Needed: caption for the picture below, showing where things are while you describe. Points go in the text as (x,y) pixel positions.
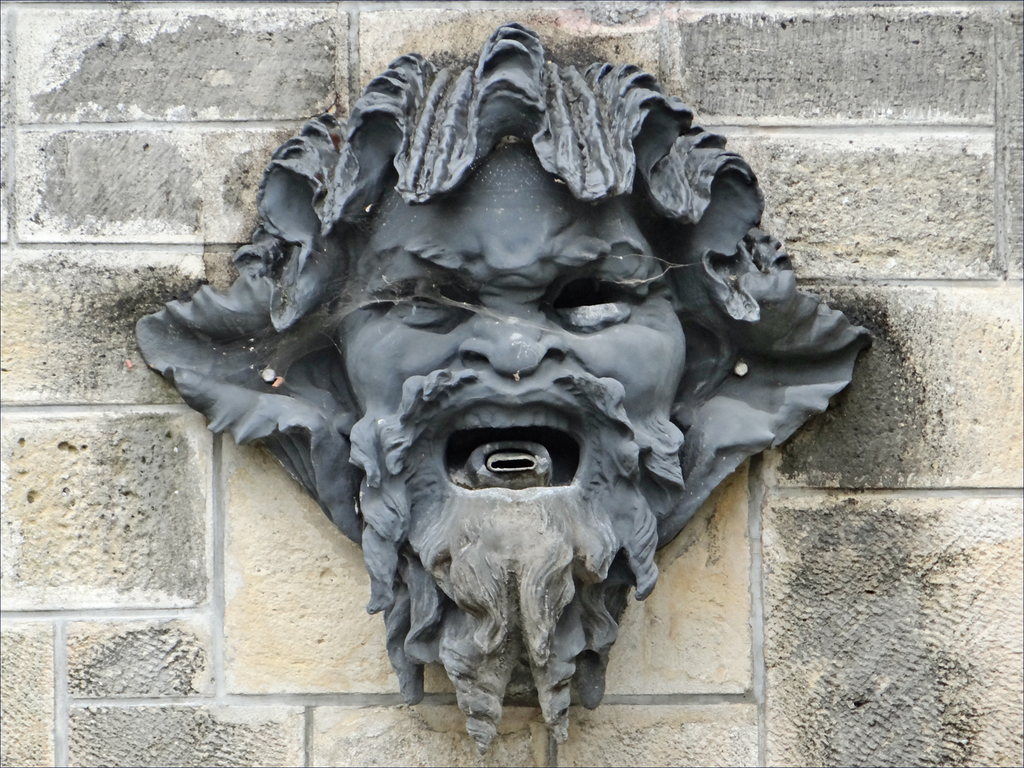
In this image we can see a statue (473,541) on a wall (30,633).
